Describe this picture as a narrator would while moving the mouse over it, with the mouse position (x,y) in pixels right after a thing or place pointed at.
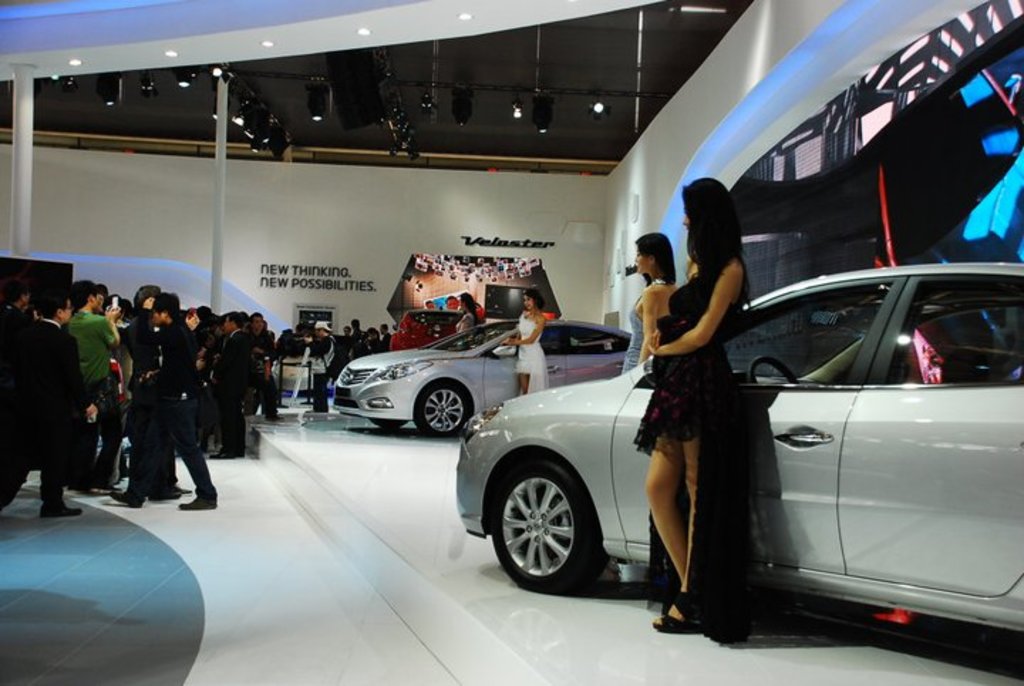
At the top (624,35) we can see the ceiling (610,35) and the lights (520,111). In this picture we can see the poles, boards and the people (24,397). On the right side of the picture (690,408) we can see the women (696,360) are standing near to the cars (599,423).
